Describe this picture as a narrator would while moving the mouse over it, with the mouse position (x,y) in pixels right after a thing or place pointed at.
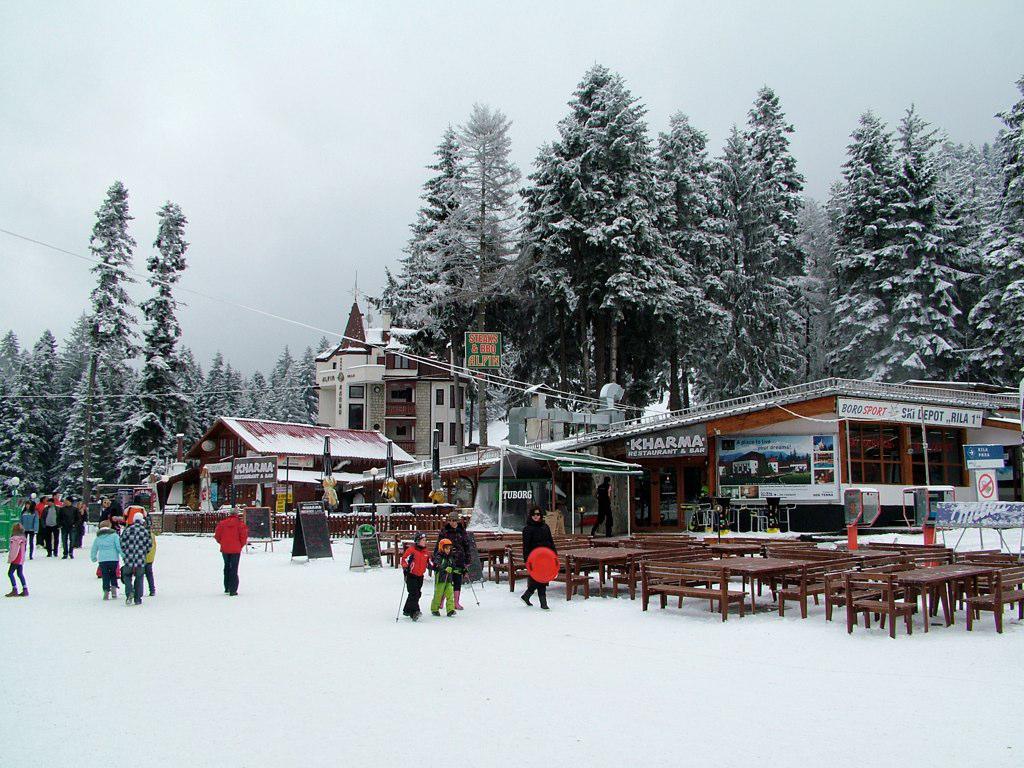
In this image there are so many buildings (677,460) with chairs (943,549) and tables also there are people (236,528) walking on the snow (65,674), also there are so many trees (397,296) behind the building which are partially covered with snow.
